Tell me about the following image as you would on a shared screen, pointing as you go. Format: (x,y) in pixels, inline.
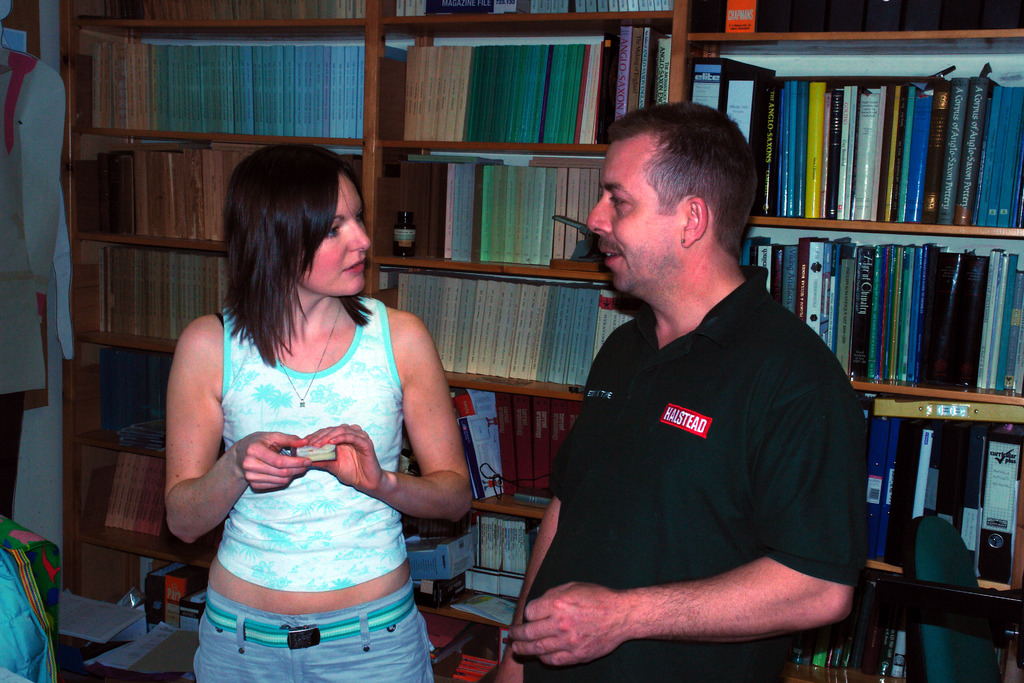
Here I can see a woman (351,336) and a man (666,363) standing and looking at each other. The woman (293,349) is holding an object (310,448) in the hands (311,463). At the back of her there are many objects (176,624) placed on the floor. In the background (853,153) there are many books (435,78) arranged in the racks (110,240).
